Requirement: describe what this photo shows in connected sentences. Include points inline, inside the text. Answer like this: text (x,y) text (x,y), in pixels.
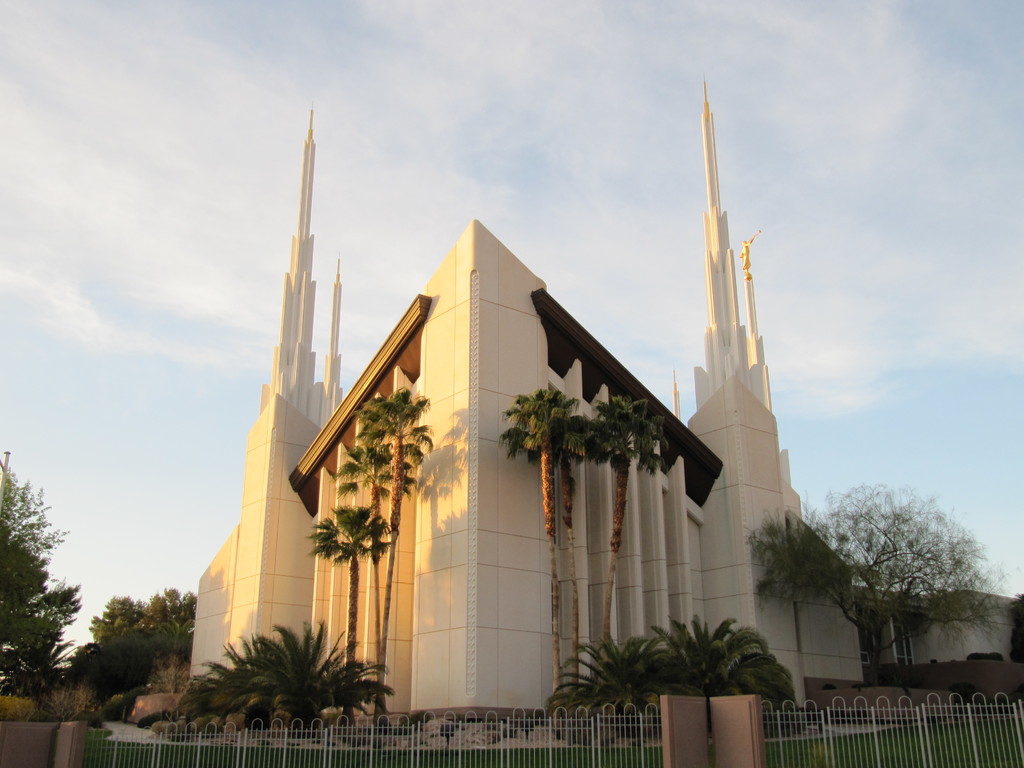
There is a fencing (418,717), grass (889,730), trees (906,573) and a building (662,412).
